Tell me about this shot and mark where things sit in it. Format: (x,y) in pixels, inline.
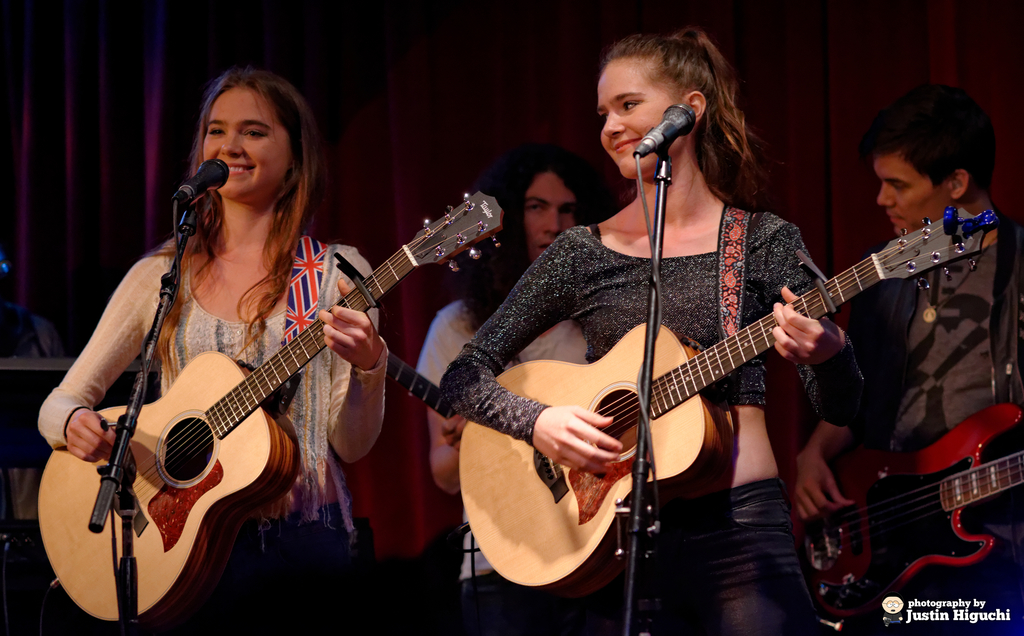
In this picture there are four person (554,230) standing on the dais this woman (249,160) is holding the guitar (100,578) with left hand (325,338) and playing it with the right hand (103,435) and she is looking at the audience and smiling there is a microphone (201,182) in front of her and this woman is looking at this woman (323,363) and smiling she is holding the guitar (469,488) with her left and in the backdrop (545,197) this man (928,170) is also holding the guitar (927,515) and this person (544,215) is looking at the audience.
